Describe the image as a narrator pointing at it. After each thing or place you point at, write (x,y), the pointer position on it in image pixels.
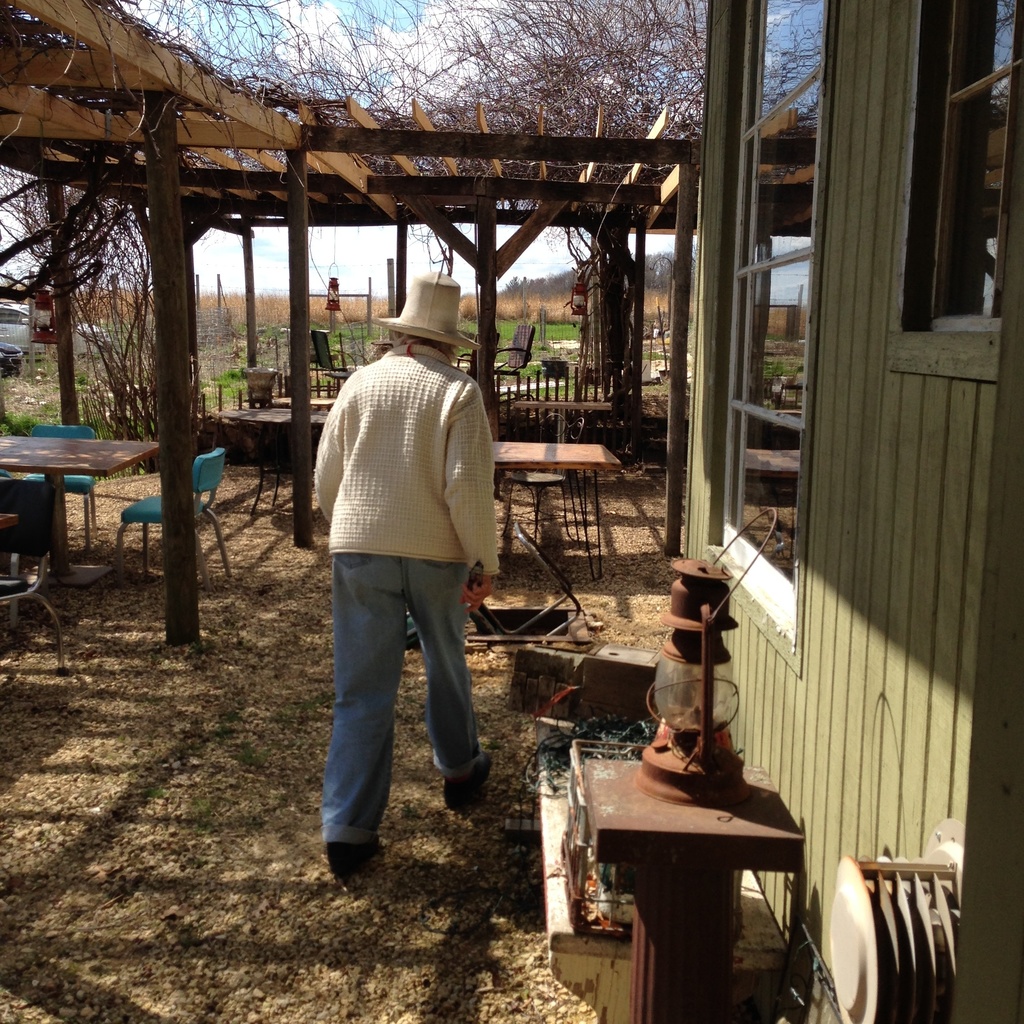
A person (440,617) with white jacket (396,476) and a cap (425,314) on his head (422,335) is walking on the floor (284,892). To the left side (117,448) there is a table (85,472) with blue color chairs (67,477). And to the right side (812,432) there is a house (835,363), a window (779,278) with glass (791,391). In front of him there are many tables (550,408). On the top (237,60) there are many dry trees (408,101).
